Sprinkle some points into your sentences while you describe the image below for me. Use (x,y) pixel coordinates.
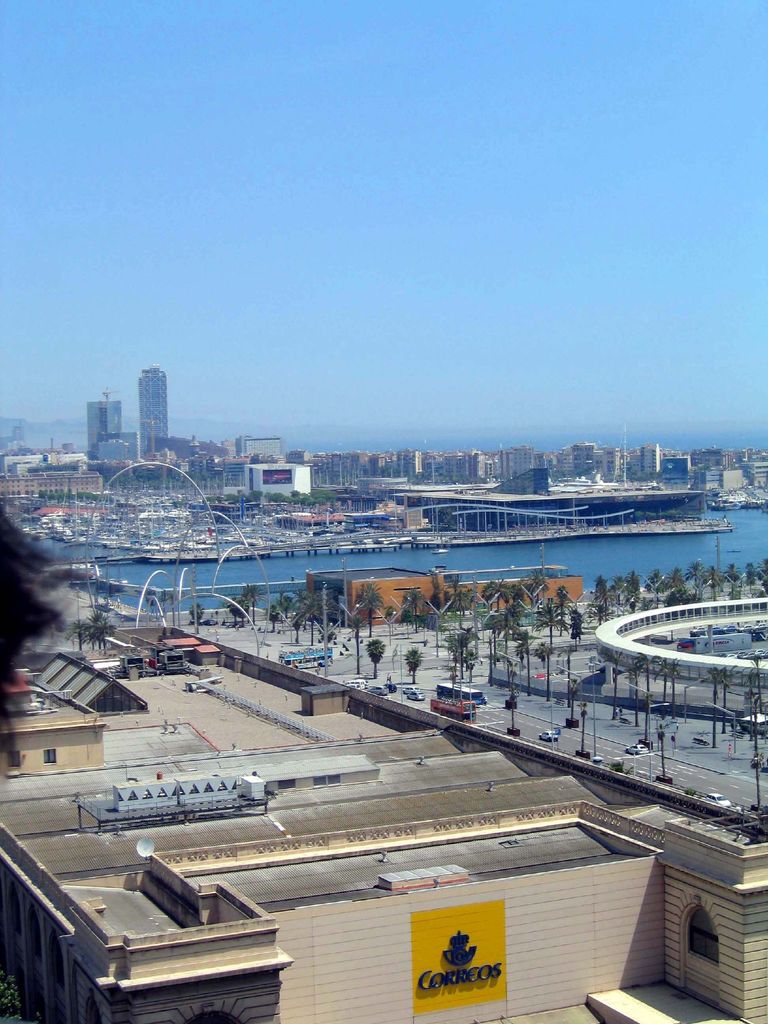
In this image we can see a few buildings (351,720), there are some trees (465,649), pillars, water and the vehicles (477,693) on the road (485,684), in the background (451,205), we can see the sky (376,257), also we can see a poster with some text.
